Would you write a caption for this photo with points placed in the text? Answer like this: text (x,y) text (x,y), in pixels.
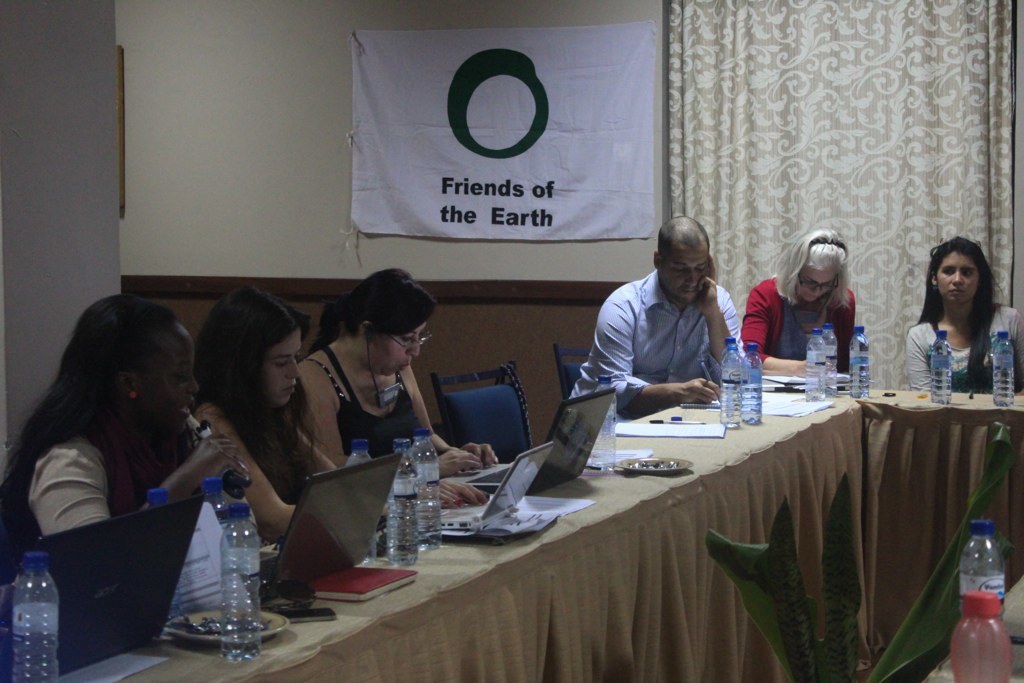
Banner (503,77) is on the wall (339,26). Here we can see people (308,383) and curtain (837,175). These people (788,324) are sitting on chairs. In-front of them there is a table (860,398), on this table (905,399) there are bottles (1003,366), laptops (351,517), books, pens (673,421), plates (617,468), papers (212,563) and things (261,596). Here we can see plant (931,625).
